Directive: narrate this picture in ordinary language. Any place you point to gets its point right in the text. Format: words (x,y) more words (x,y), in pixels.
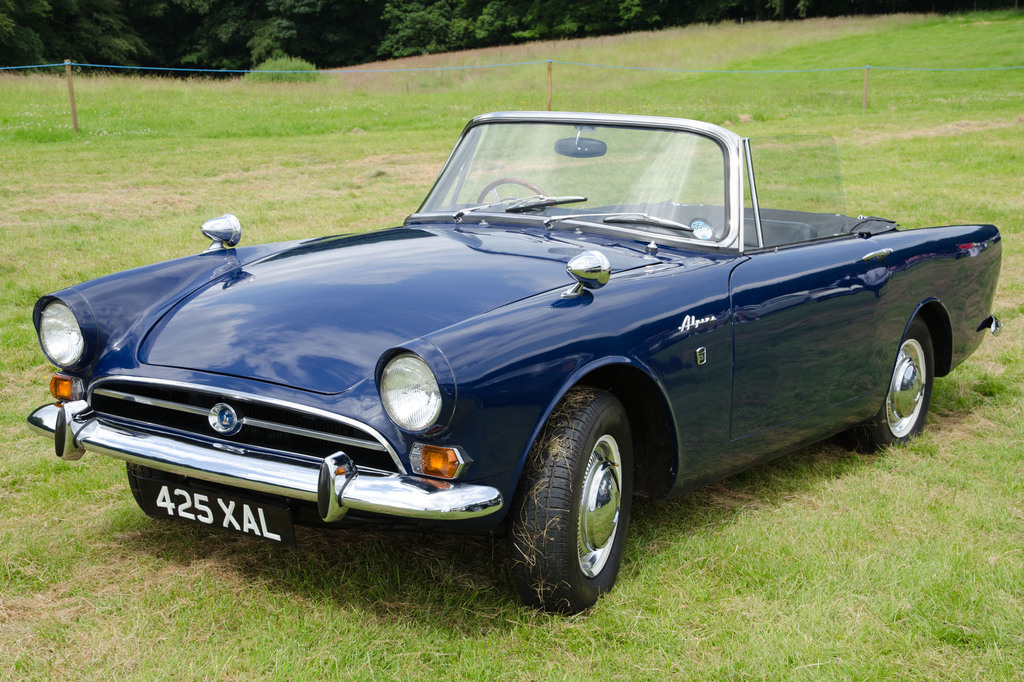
In the image there is a dark blue car (518,316) on a grass field (357,612), on the background (266,43) there are trees (358,51) at the top of the image (629,19).
